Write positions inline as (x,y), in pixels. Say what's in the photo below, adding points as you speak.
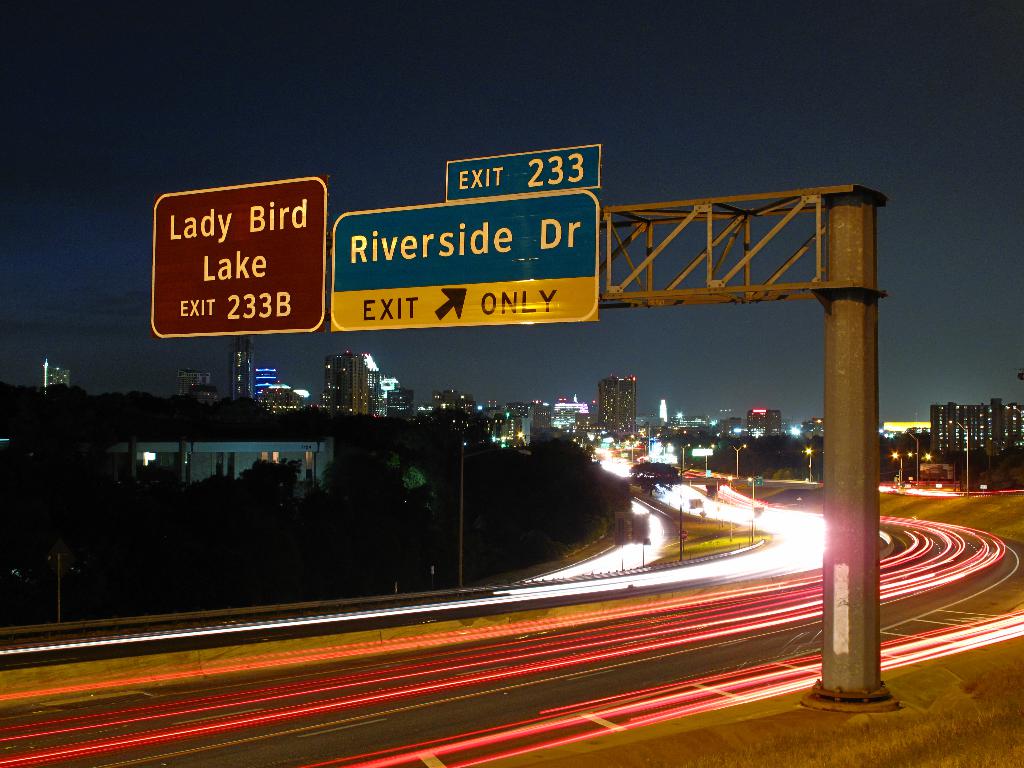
In this image, we can see a pole (830,657) and there are boards (373,248). In the background (678,498), there are vehicles (588,656) on the road (699,643) and we can see some other poles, lights (763,409), trees (325,411), buildings (325,441) and towers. At the top (189,114), there is sky (499,104).
